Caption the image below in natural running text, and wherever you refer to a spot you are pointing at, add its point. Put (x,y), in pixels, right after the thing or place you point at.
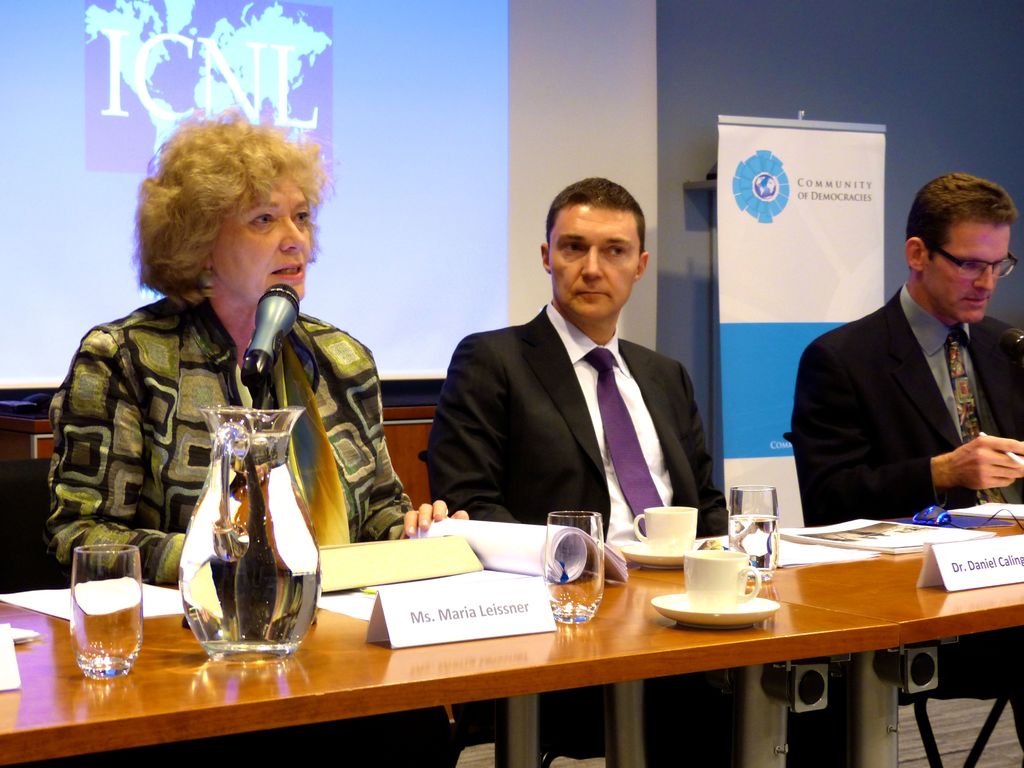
There are three people (566,205) in the image. They are sitting on a chair (49,559). There is a table (301,659) placed before them. There is a jug (286,651), a glass (591,566), papers (471,537) a cup (688,563) placed on a table (793,579). In the background (407,165) there is a screen (474,94) and a board (770,293). There is a mic (257,332) placed before a lady (241,358).
